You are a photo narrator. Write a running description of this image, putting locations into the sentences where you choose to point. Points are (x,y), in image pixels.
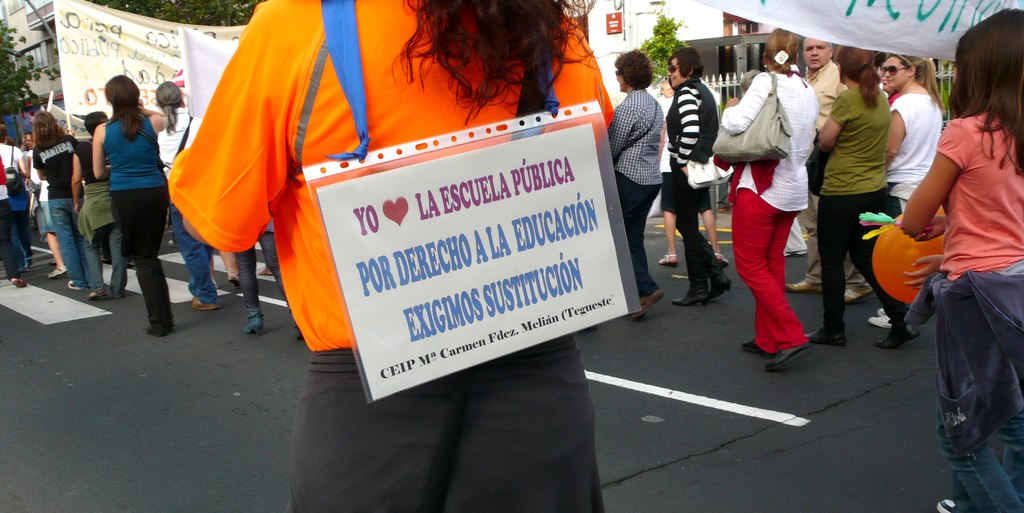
This image consists of many persons (198,305) walking on the road (154,347). They are holding banners (151,105) and placards (457,354). In the background (948,66), we can see trees (29,80) and buildings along with fencing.
